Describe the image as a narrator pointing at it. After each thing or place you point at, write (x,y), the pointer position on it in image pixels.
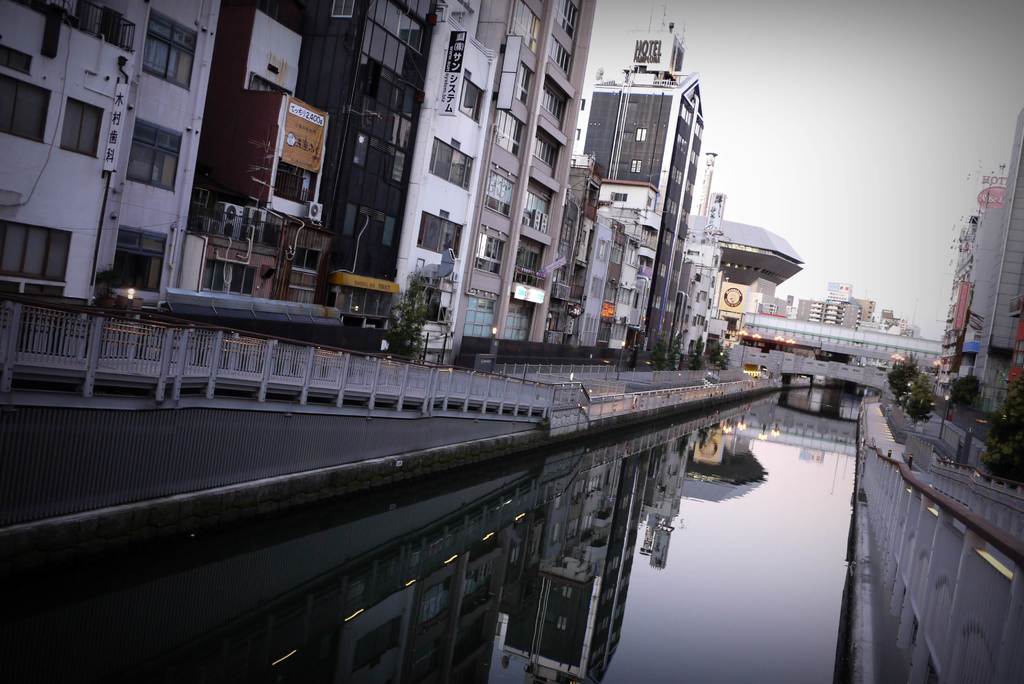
In this image we can see water (775,403). On the sides there are railings (707,395). Also there are trees (396,332) and buildings (307,210) with windows (174,65). And there are name boards (298,138). In the back (823,357) there are bridges (836,331). And there is sky (885,175).
